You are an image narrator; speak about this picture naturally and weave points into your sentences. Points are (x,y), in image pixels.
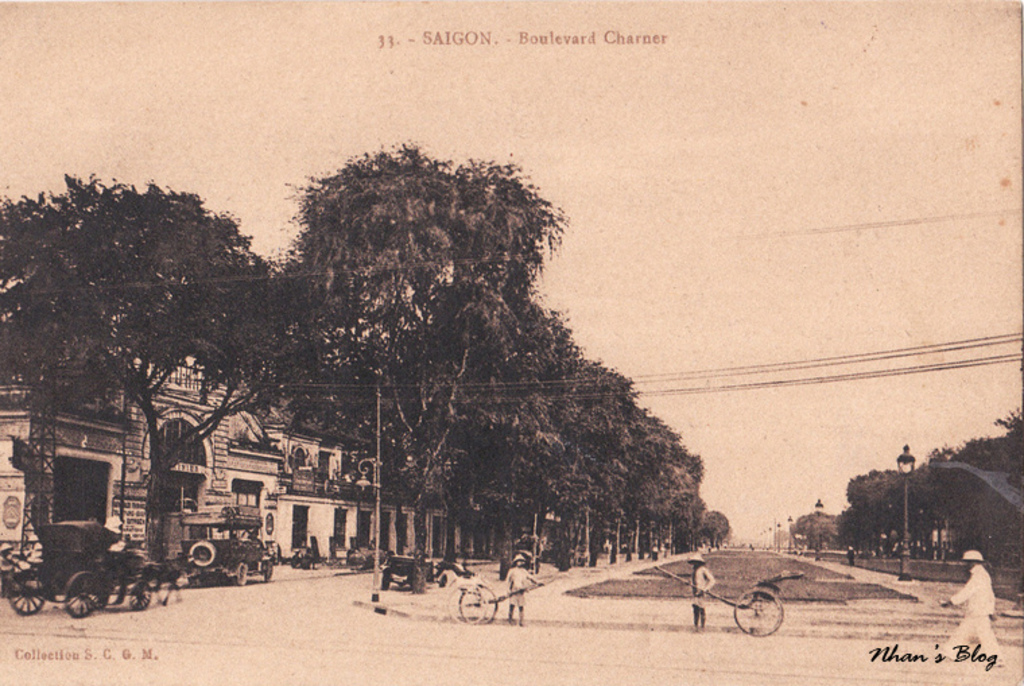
In this picture we can see few people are walking, we can see some vehicles (109,582) are on the road (368,574), side we can see some buildings (240,448), trees (523,431).
